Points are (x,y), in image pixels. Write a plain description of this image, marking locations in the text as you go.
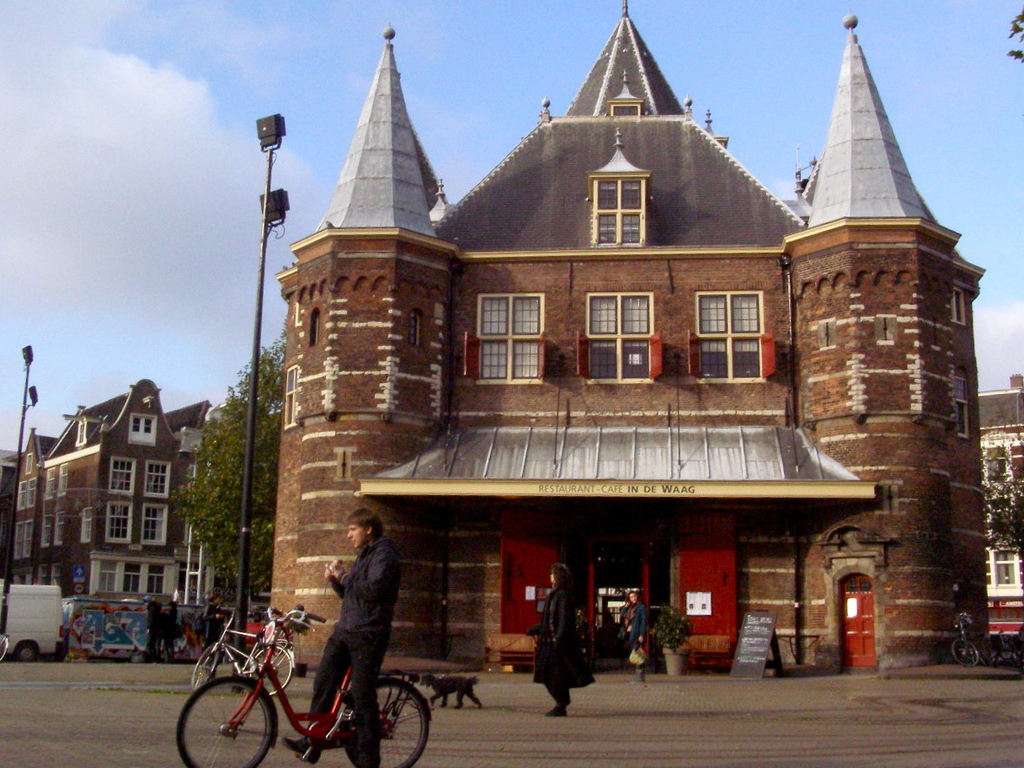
In this image I can see few buildings (575,433), number of windows (114,576), few poles (249,511), clouds (62,44), the sky (811,43), few trees (272,520), a vehicle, few bicycles (215,660), few people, an animal (456,695), a board (736,661) and on this board (746,654) I can see something is written.
